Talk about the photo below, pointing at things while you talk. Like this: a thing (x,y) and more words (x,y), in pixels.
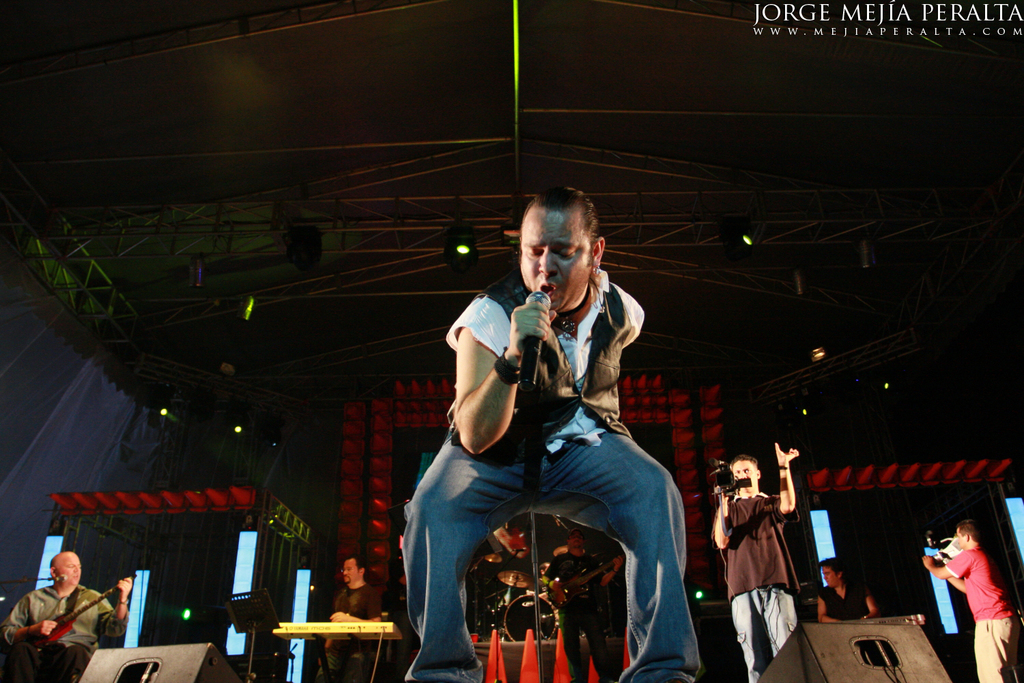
There is a man (456,577) crouching on the stage (495,573) holding a microphone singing and behind him there are so many people (18,661) playing musical instruments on the stage (158,562).
